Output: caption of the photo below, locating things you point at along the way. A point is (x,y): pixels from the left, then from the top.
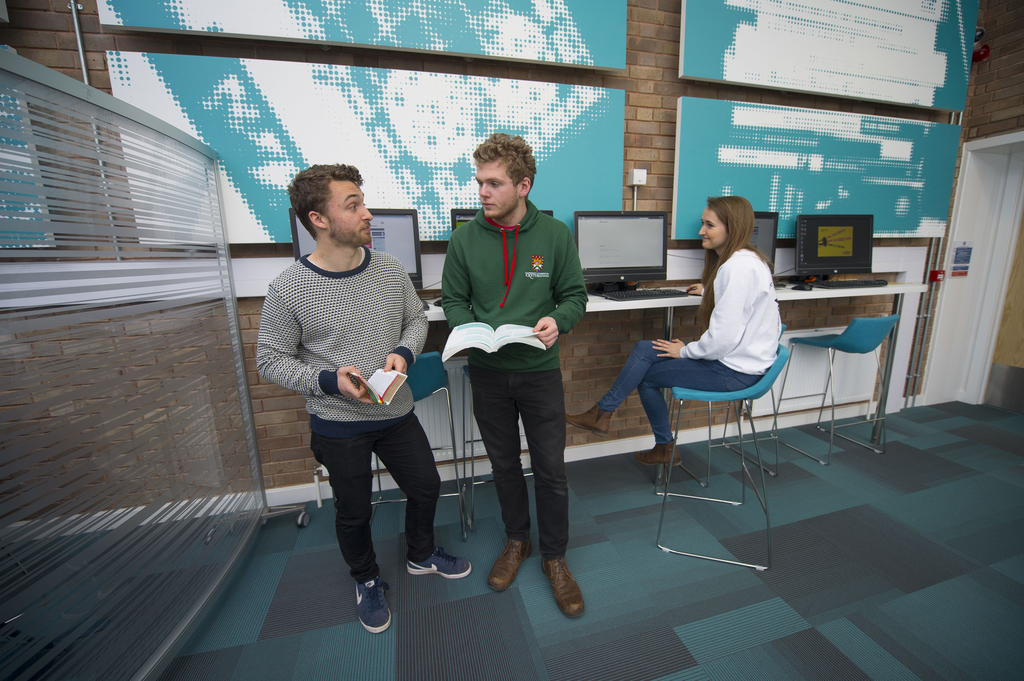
In this image in the center (377,369) there are two persons (368,300) who are standing and they are holding a books (472,338) and on the right side (729,303) there is one woman (715,358) who is sitting on a chair (683,398). In front of them there is one table (667,332) and on that table (432,316) there are some computers (802,253) and keyboards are there and on the top (515,93) there is a wall (628,65) and some posters (724,62) are there.
